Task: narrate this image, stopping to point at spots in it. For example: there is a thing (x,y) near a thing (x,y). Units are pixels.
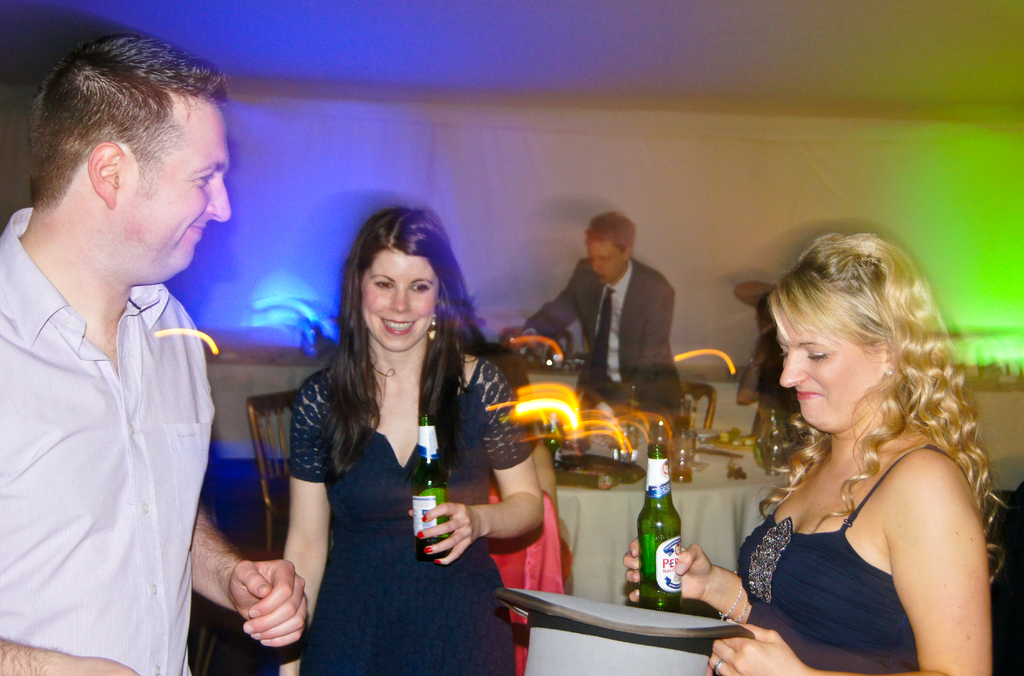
In this image, we can see a man (105,497) standing, there are two women (475,524) standing and they are holding beer bottles (434,494), in the background (700,478), we can see a table (712,468), on that table (739,464) there are some objects (561,467) and we can see a person (625,350) standing.
